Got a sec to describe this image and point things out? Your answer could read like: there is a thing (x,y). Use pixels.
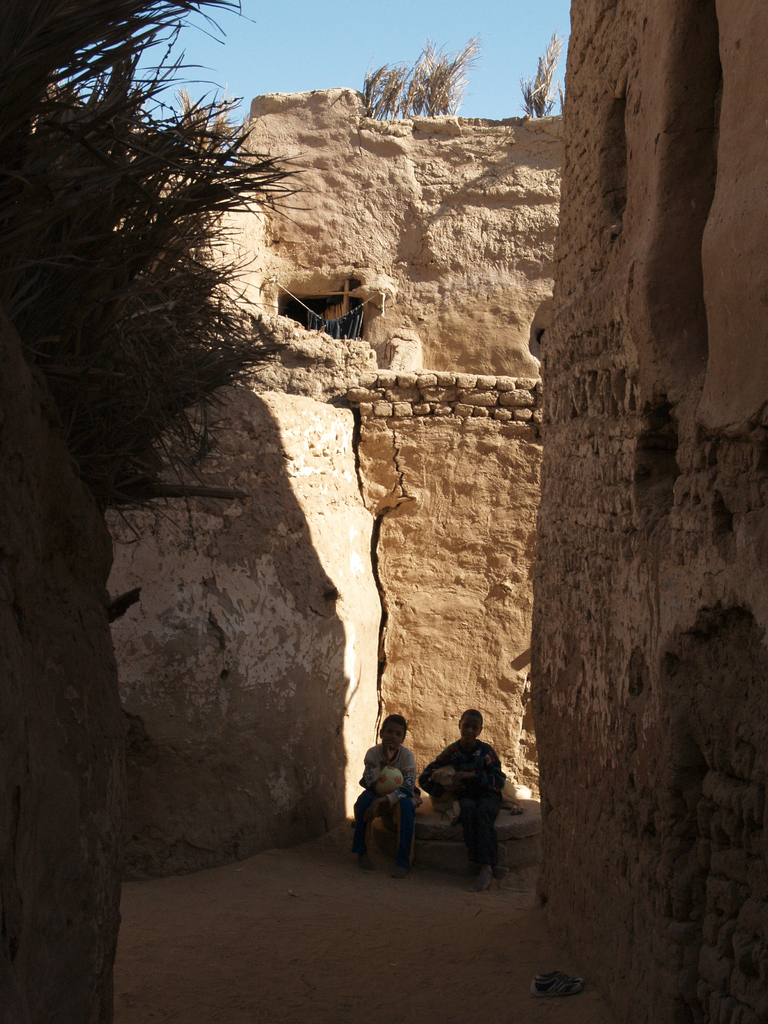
In this image there are two people (377,810) sitting in between the brick walls (614,937) and the persons (408,844) are holdings some objects (432,781), there are a few plants (116,215) and the sky (307,27).
